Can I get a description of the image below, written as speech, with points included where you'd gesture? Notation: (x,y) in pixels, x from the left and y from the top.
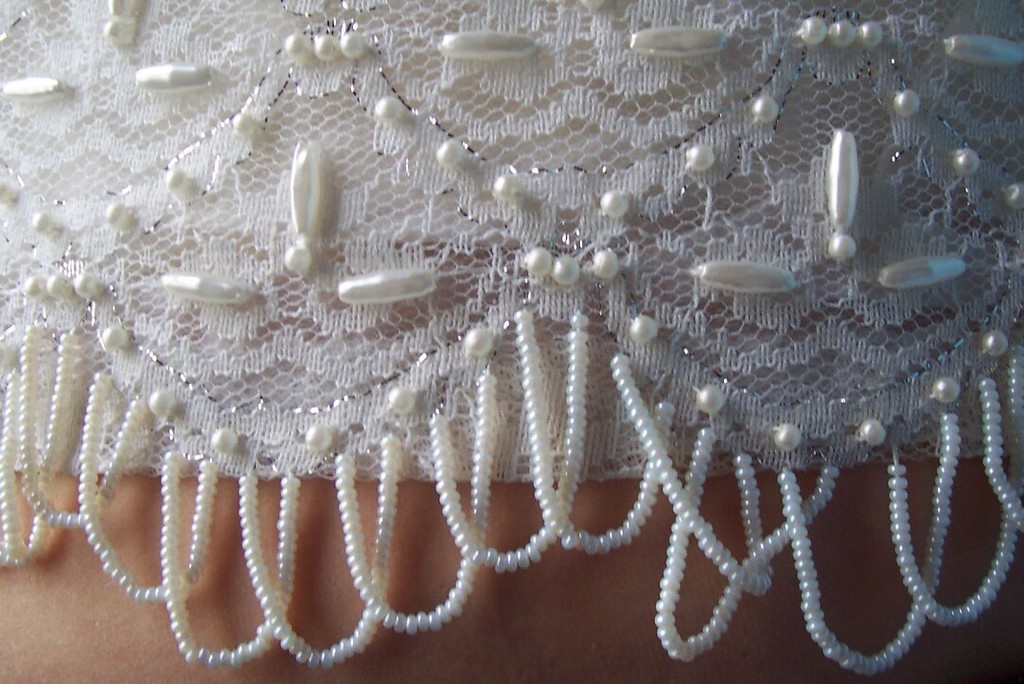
In this image I can see a white color cloth (540,336). I can see a few pearls (582,351) attached to the cloth (480,307).
